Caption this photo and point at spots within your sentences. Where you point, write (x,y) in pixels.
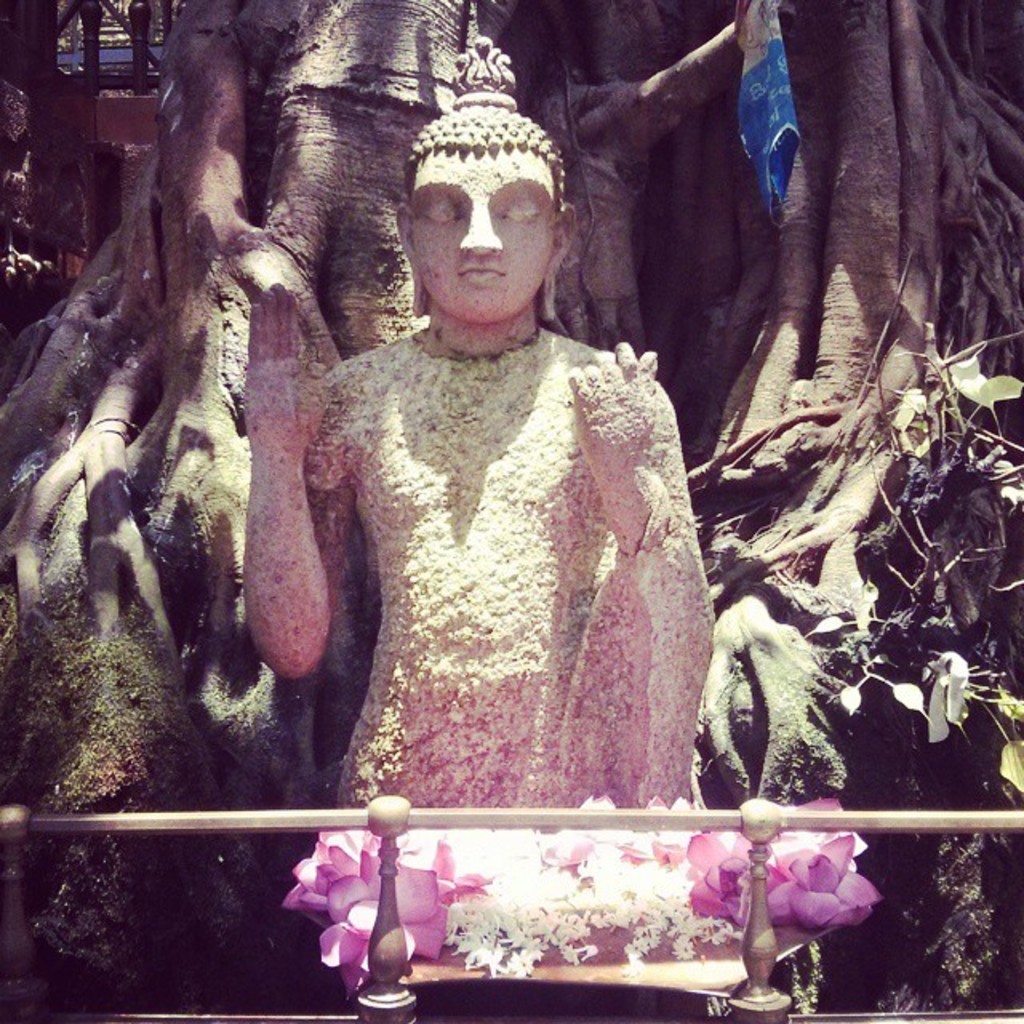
In the picture we can see a Buddha statue (474,645) near it, we can see some flowers (578,886) which are pink and white and in the background (71,726) we can see a tree (82,737) with roots (748,722).
